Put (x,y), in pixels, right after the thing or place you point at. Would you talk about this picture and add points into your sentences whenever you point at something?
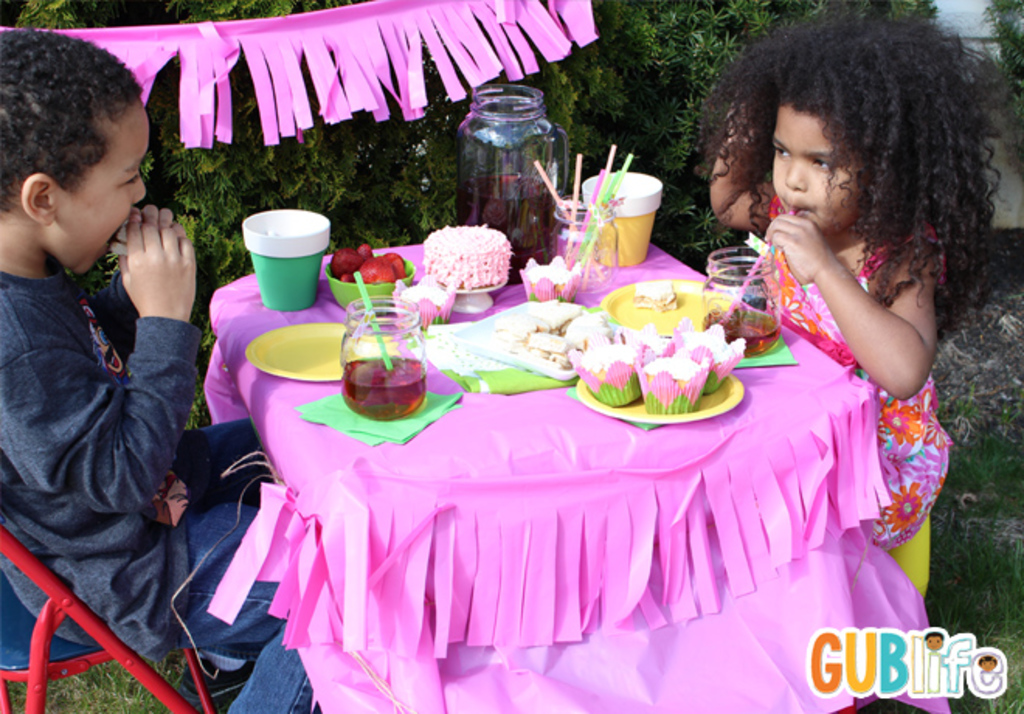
In this picture we can see two children (24,363) sitting on the chairs (106,655). This is grass (1010,705). And there is a table (527,548). On the table (559,401) there is some food (552,352), plates (566,358), and cups (281,295). On the background (633,134) we can see some plants (203,163). And this is the ribbon (285,72).
